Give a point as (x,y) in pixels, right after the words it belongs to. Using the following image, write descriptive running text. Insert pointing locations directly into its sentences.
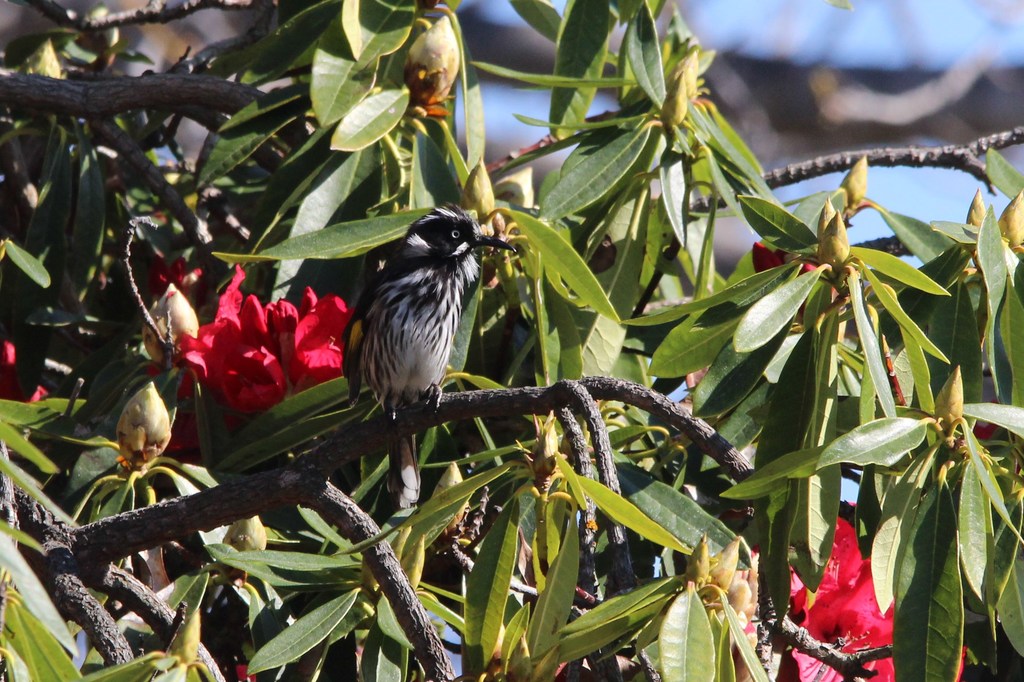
In this picture there is a bird (385,358) who is standing on the tree branch (272,501). On that tree (606,119) i can see the red flowers (863,584) and buds (144,410). At the bottom (614,629) I can see many leaves (263,637). In the top right corner (851,17) there is a sky (842,47).
